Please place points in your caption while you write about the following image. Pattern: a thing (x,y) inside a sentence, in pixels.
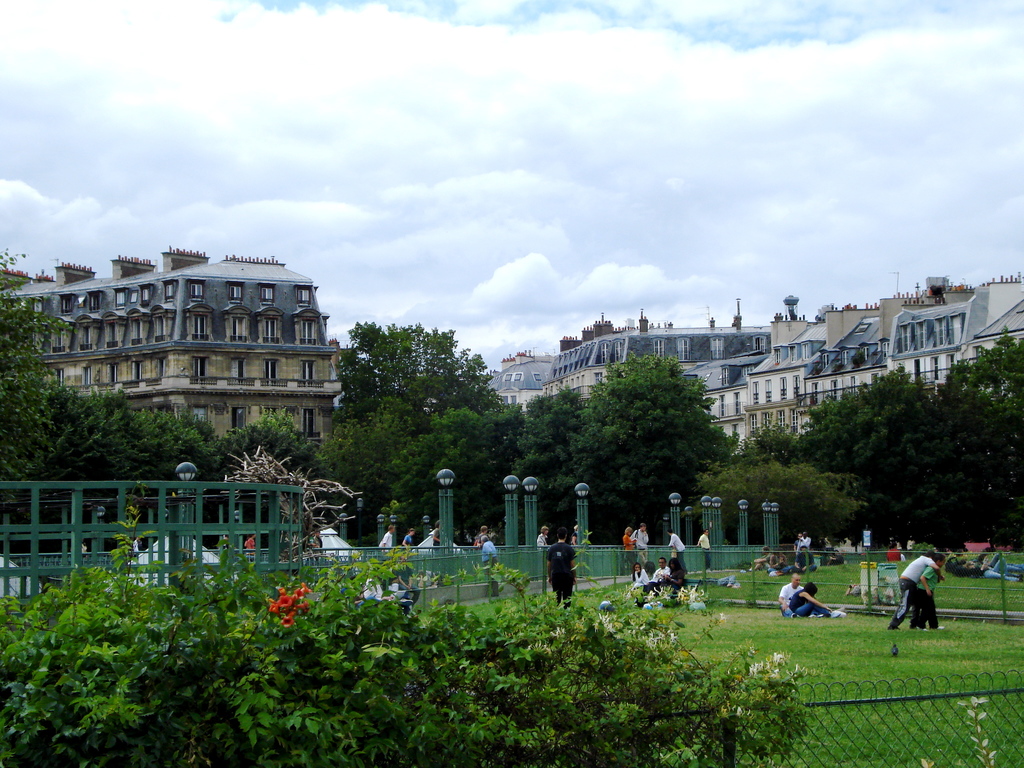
In this image there are many buildings (312,372) and also trees (489,437) and light poles (179,475). At the bottom (800,637) there is a park (864,663) and few people (678,562) are sitting and few (932,615) are standing on the grass (901,629). Fence (961,714) is also visible. At the top (583,113) there is a cloudy sky (513,86).
